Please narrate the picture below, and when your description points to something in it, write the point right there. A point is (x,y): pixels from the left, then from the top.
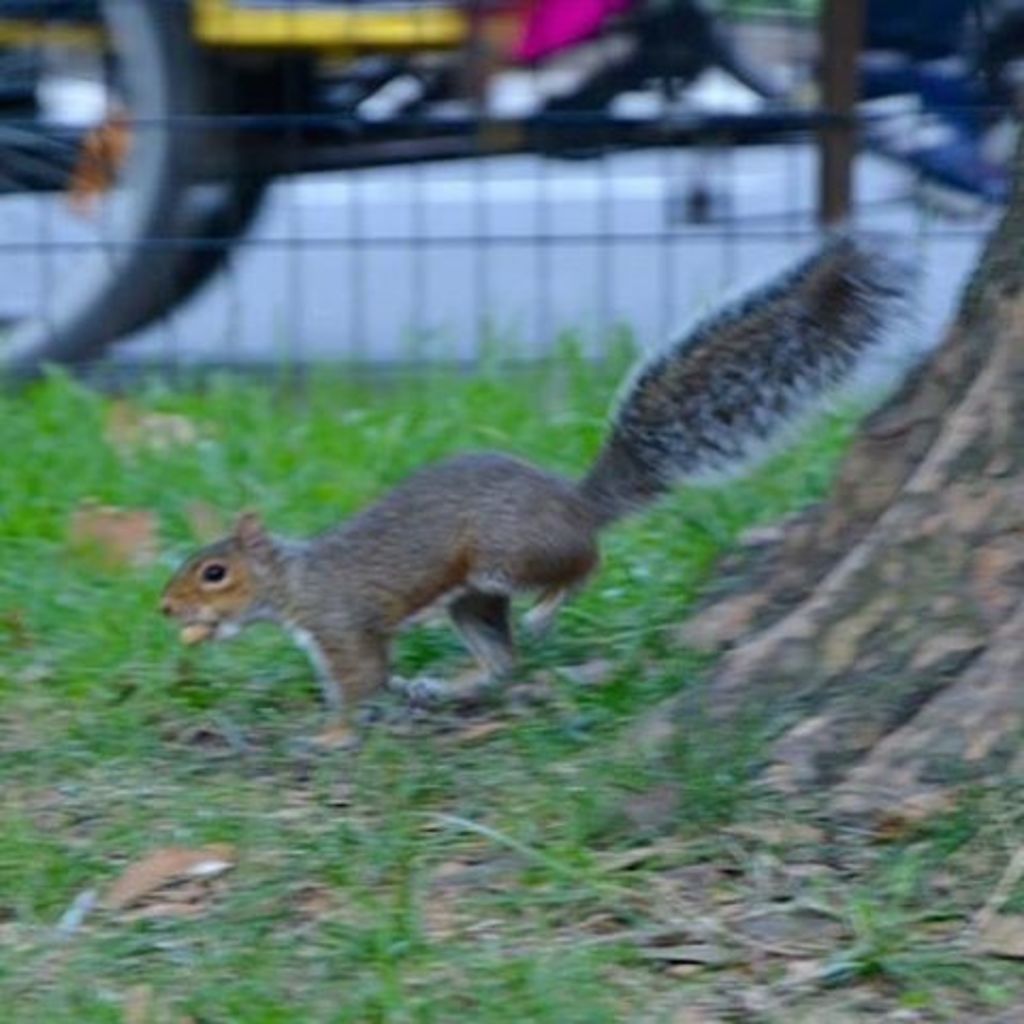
In the picture, there is squirrel (431,584) moving on the grass (399,705) and behind the grass (602,1023) there is a mesh (370,134) and the background (459,126) is blurry.
